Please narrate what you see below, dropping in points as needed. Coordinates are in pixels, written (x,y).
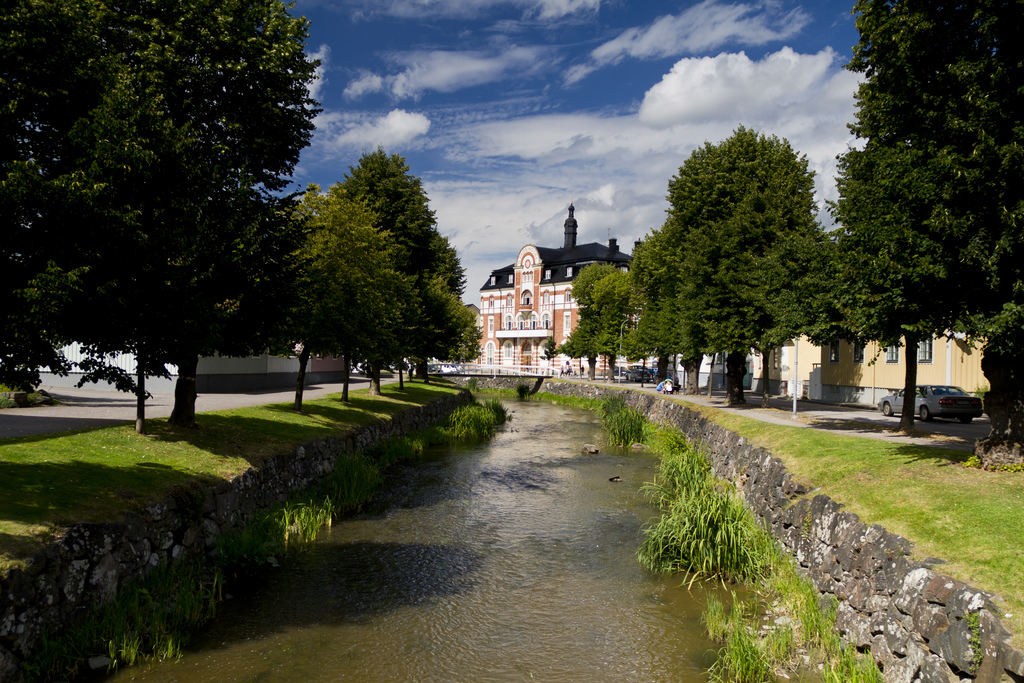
In this image there is a canal (536,534) on either side of the canal (500,522) there are trees (584,306) and roads (861,420), on that road (757,398) there are cars (926,410), in the background (575,363) there is a house (541,307) and a blue sky (526,77).
